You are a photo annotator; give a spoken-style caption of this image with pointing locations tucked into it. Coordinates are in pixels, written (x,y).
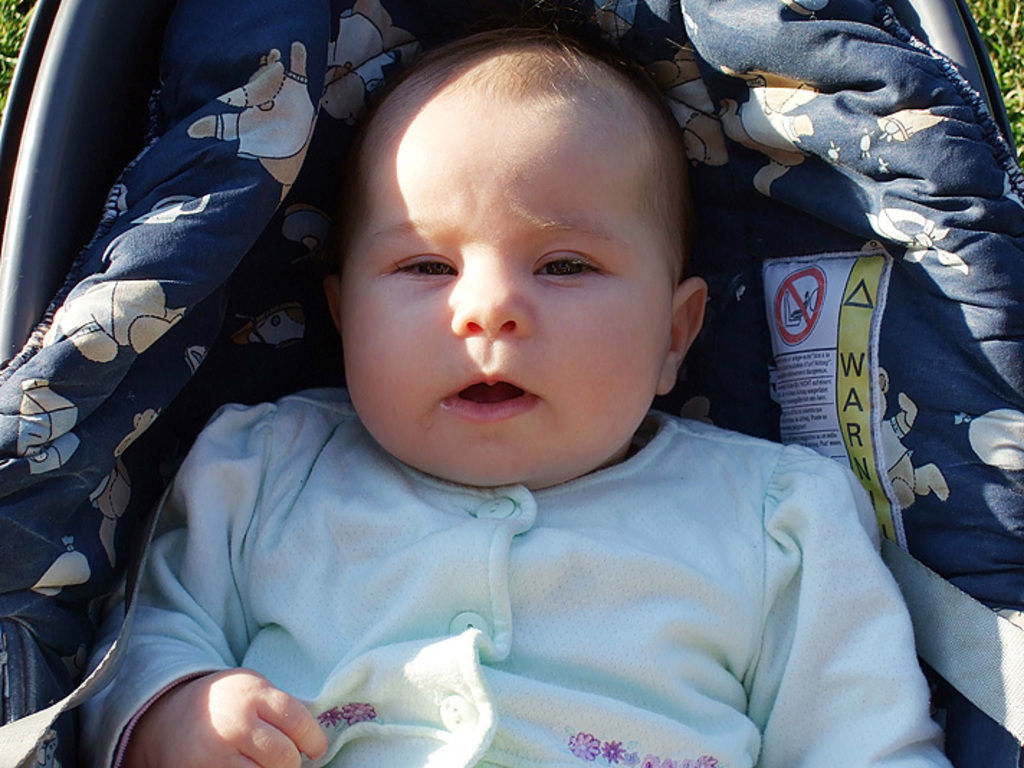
In the picture I can see a baby (661,177) in the baby stroller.
